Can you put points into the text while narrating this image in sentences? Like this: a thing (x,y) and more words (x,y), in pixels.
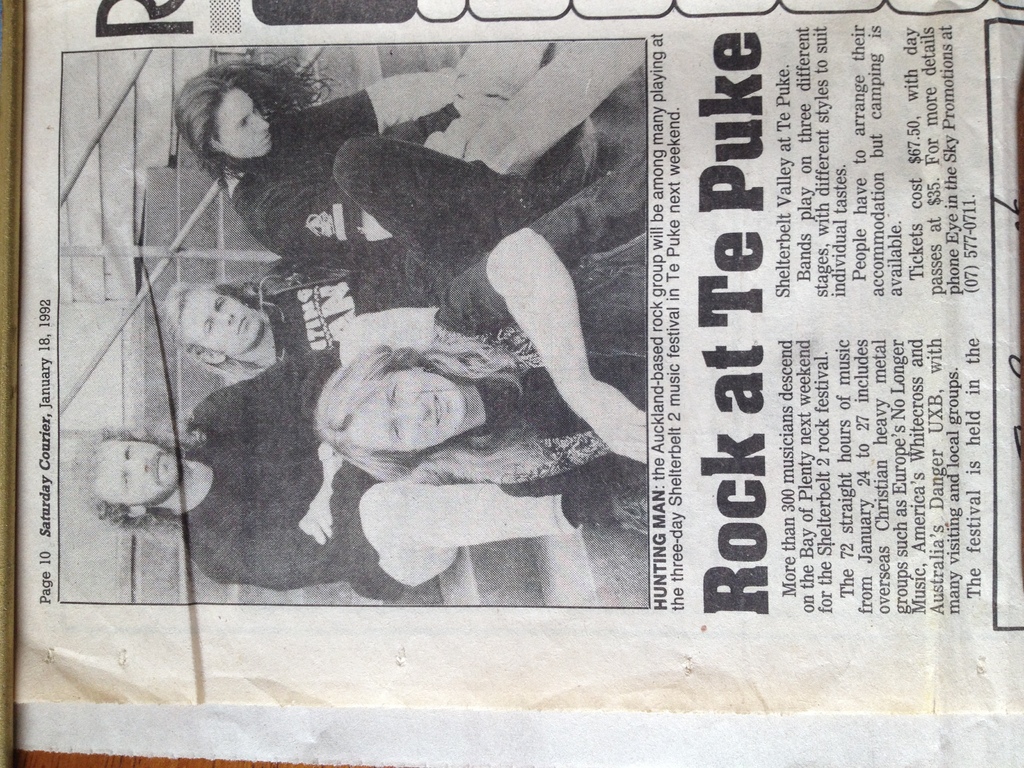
This picture is a article (658,410) on the paper (591,425). In this picture, we can see a group of people (480,167), we can also see some text (787,564) written on the paper (787,564).
